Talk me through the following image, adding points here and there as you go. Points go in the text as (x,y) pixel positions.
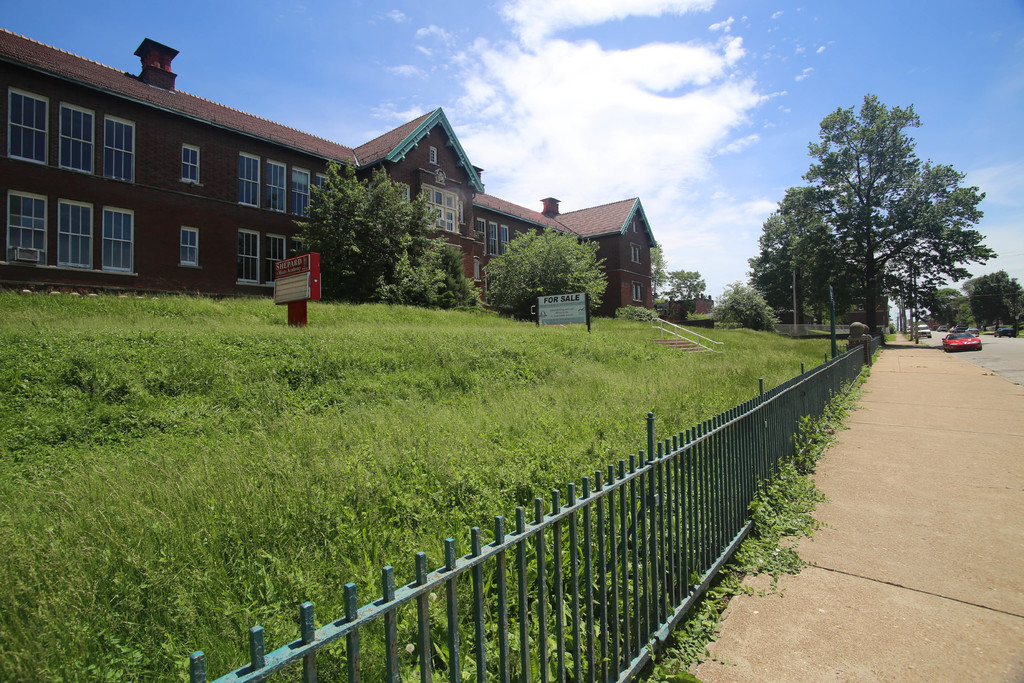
In this image, we can see building (225,253), walls (237,242), windows (635,297), trees (749,320), plants (483,374), boards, railings (805,401), poles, vehicles (972,342), walkway (909,350) and road (936,342). Background (352,78) there is the sky (727,77).
